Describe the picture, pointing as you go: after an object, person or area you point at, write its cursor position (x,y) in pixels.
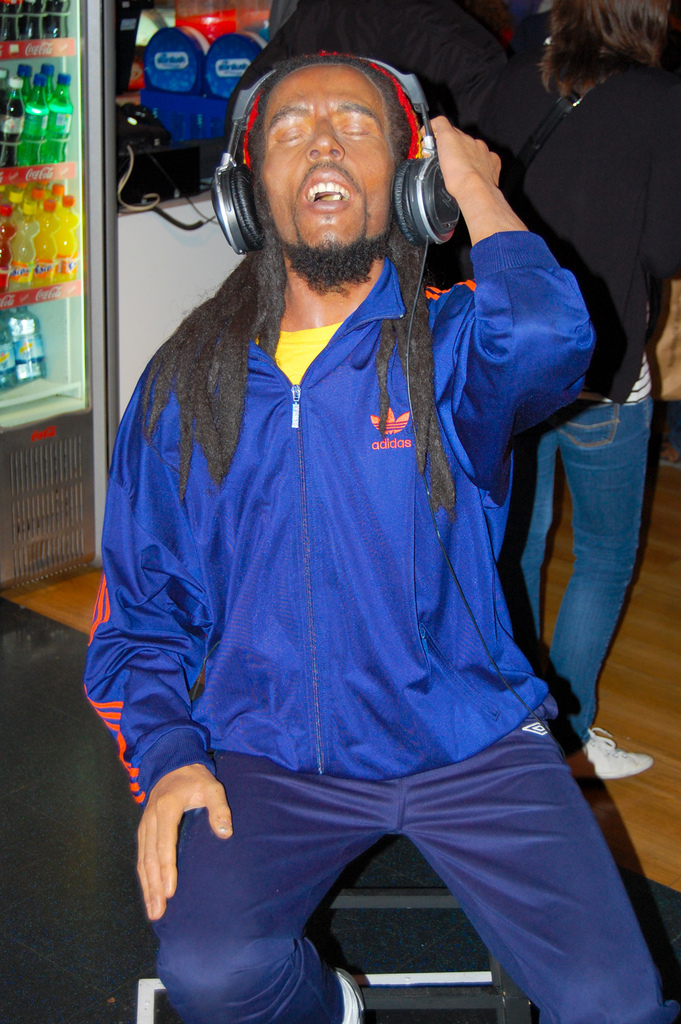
In this image we can see a person (374,575) wearing headset (416,79) is sitting. In the back (480,73) there are few people (442,74). Also there is a stand (54,355) with different bottles (32,198). Near to that there are few items (169,90) on a stand (200,230).
